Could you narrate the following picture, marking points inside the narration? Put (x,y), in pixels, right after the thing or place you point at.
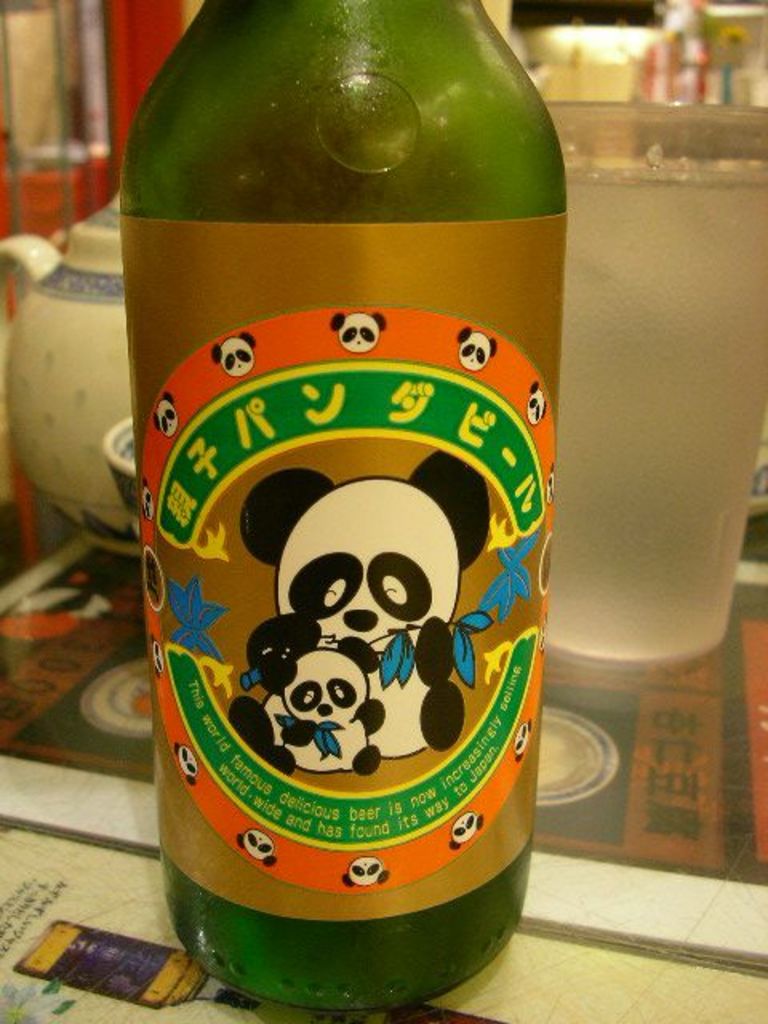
there is a green bottle (314,368) on the table (565,693). behind that a glass (631,405) is present.
